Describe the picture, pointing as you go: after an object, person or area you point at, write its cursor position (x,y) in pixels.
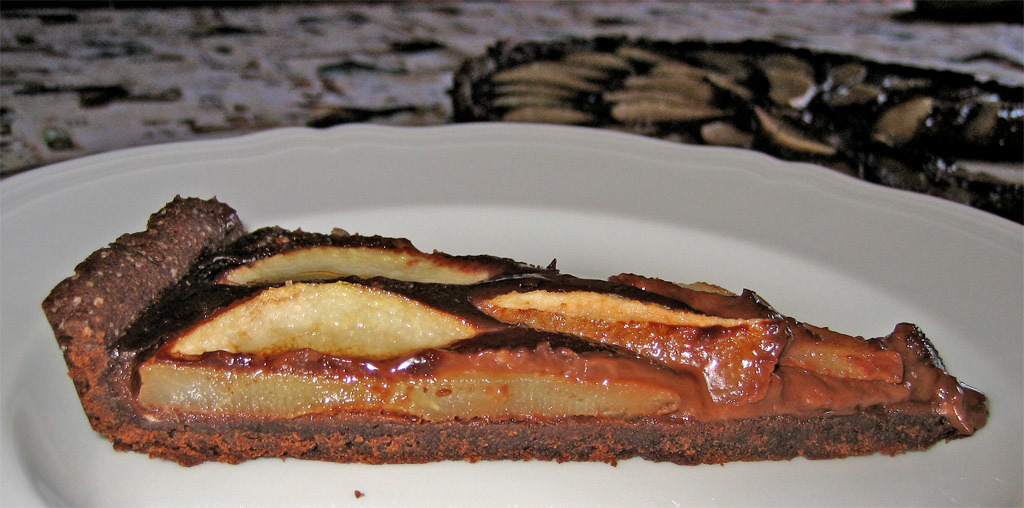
In this picture we can see food (378,297) in the plate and we can see blurry background (565,79).
